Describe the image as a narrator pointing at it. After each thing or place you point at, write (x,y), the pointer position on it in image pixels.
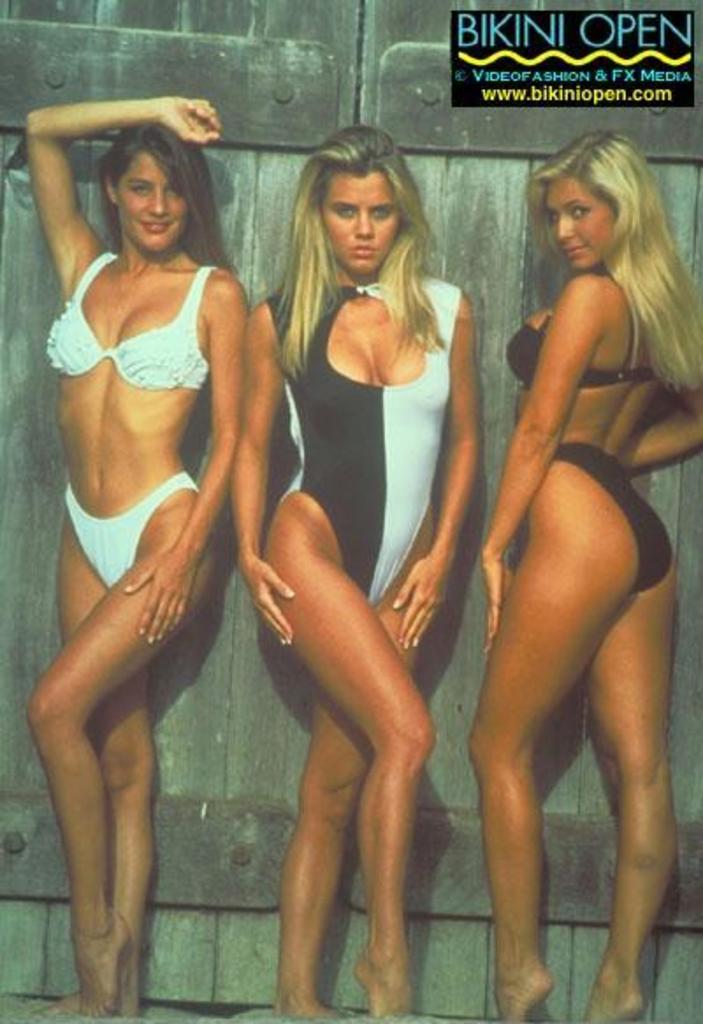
In this image, we can see three women (606,337) are standing. In the background (252,56), we can see a wood door (252,56).
